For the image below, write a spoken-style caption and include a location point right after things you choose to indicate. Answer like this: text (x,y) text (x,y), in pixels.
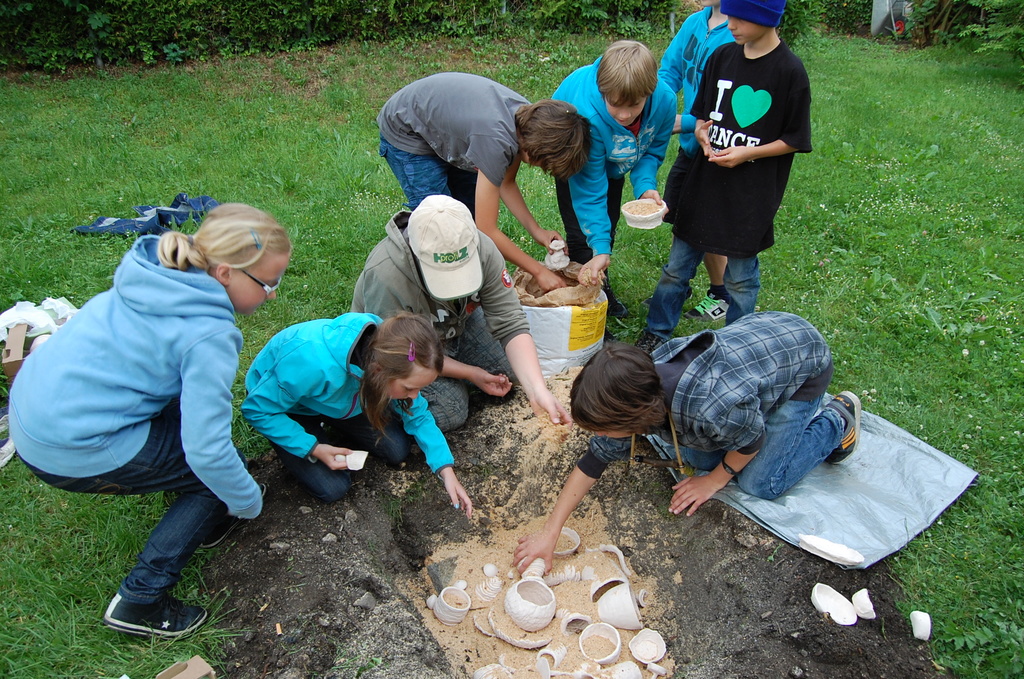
In this image I can see group of peoples (406,322) on the ground (677,631) and cups (564,626). In the background (344,124) I can see grass (329,121) and trees (358,40). This image is taken may be in the park (999,216).
